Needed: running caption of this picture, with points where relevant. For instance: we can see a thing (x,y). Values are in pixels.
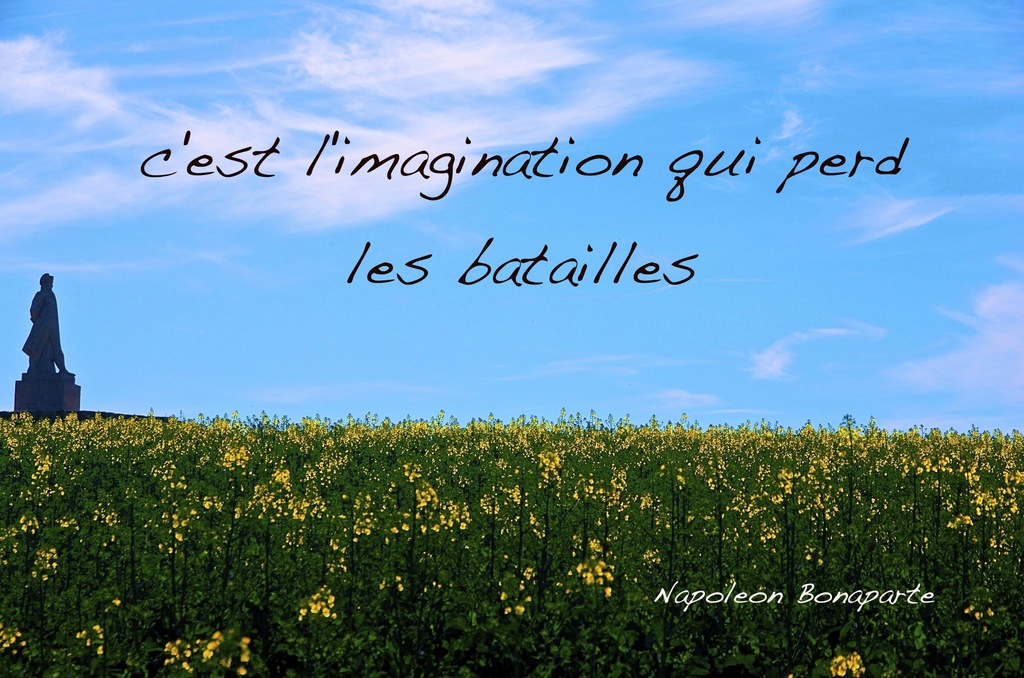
This is a poster. In this image we can see text (471,245) on the image. Also there are plants (482,496). In the background (335,230) there is sky (327,207) with clouds (445,106). On the left side (57,310) there is a statue (42,343) on a pedestal (68,376).
